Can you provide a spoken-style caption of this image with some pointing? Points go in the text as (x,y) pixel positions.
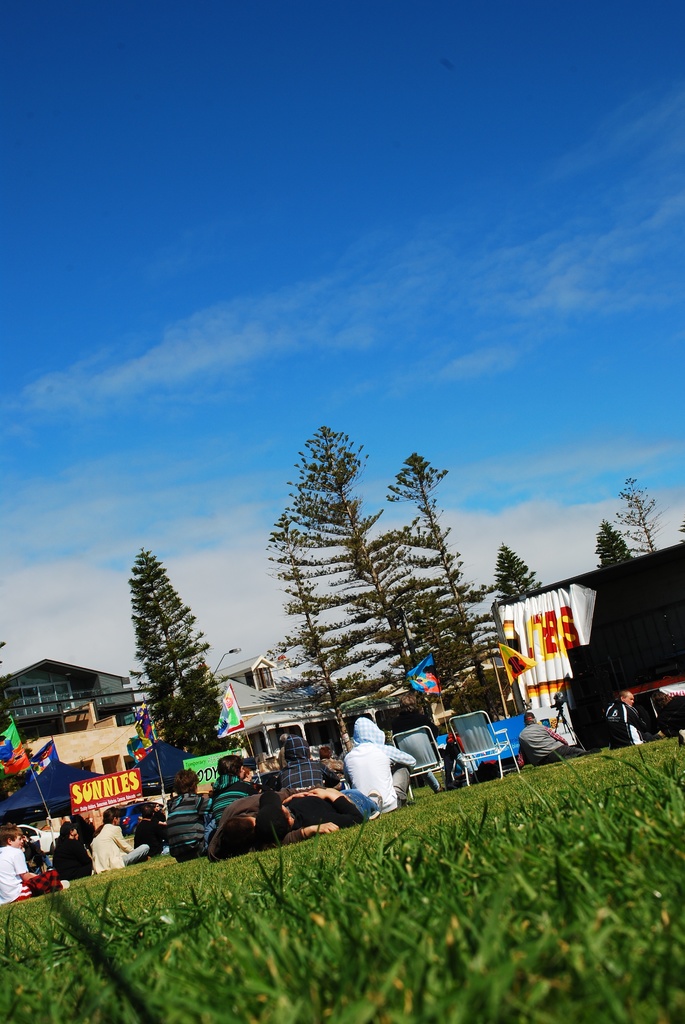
Here at the bottom (157,847) we can see few people (8,869) sitting on the grass (230,872) and two persons (250,848) are lying on the grass (369,851) and we can also see two chairs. In the background (240,721) there are buildings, trees (458,676), hoardings (136,778), banner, flags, street lights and clouds (233,605) in the sky (394,528).
